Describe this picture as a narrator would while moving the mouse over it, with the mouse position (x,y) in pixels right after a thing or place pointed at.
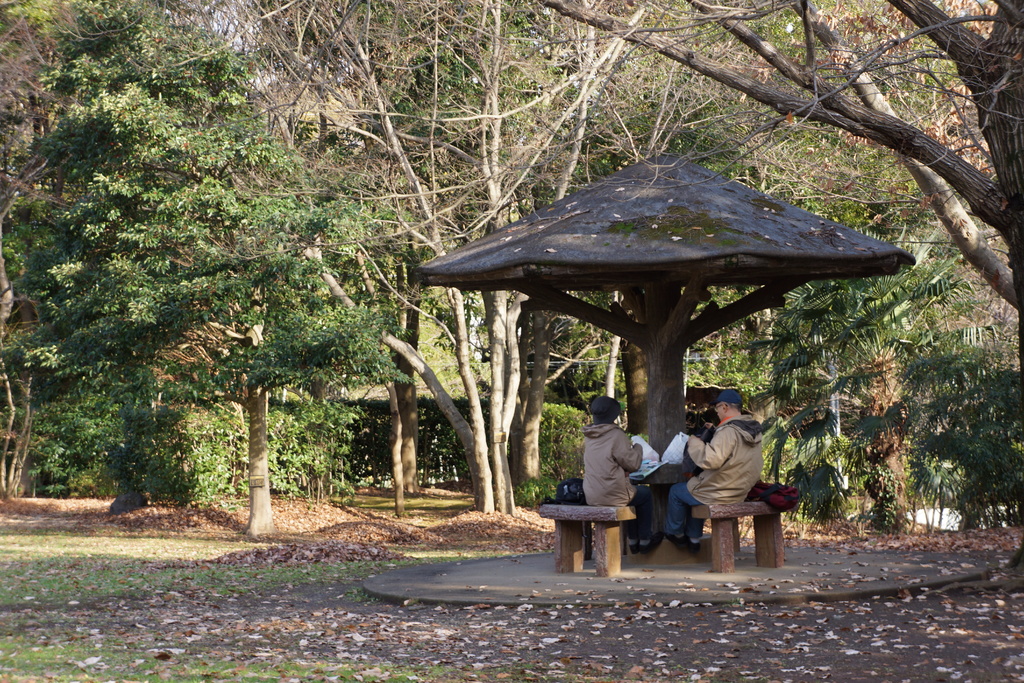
On the right side (697,467) we can see two persons (621,470) are sitting on the platforms (612,529) under a tent (666,428) and they are holding objects (648,476) in their hands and there are bags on the platforms (618,553). In the background (563,77) there are trees (402,457), grass (446,509) and leaves (203,640) on the ground (308,631).
